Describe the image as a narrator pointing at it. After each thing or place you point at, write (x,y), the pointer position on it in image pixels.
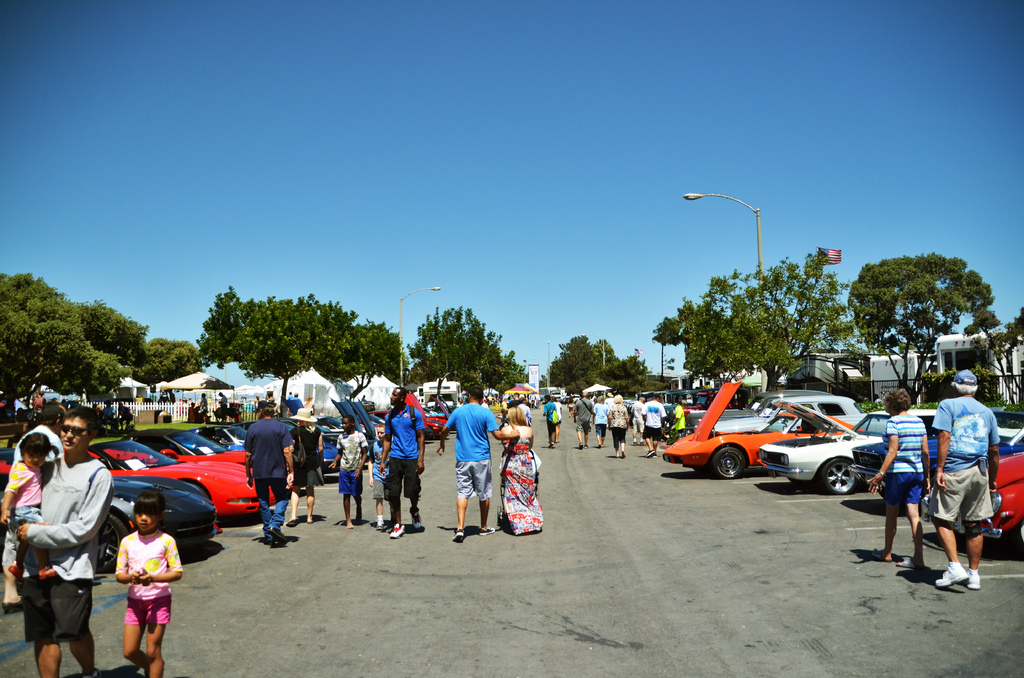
In this picture I can see vehicles (751,460), group of people (959,458) standing, there is fence (185,407), lights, poles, tents (256,387), trees (250,340), and in the background (650,164) there is sky (637,162).
